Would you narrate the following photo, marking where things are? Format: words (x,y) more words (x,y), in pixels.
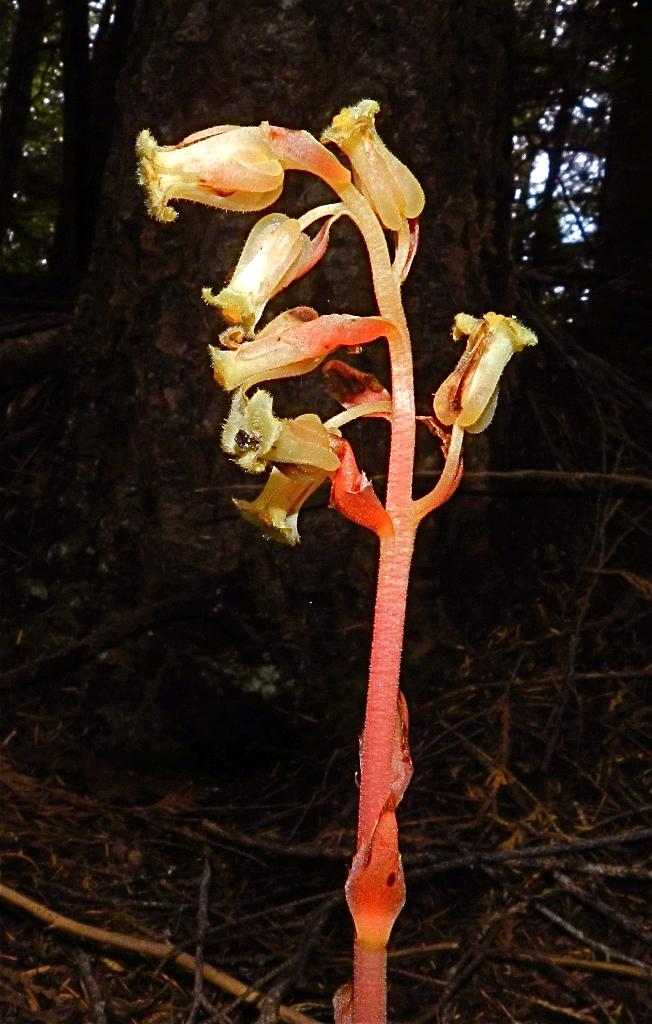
In this picture we can see flowers (452,395), sticks (414,837) and in the background (294,618) we can see trees (343,69).
